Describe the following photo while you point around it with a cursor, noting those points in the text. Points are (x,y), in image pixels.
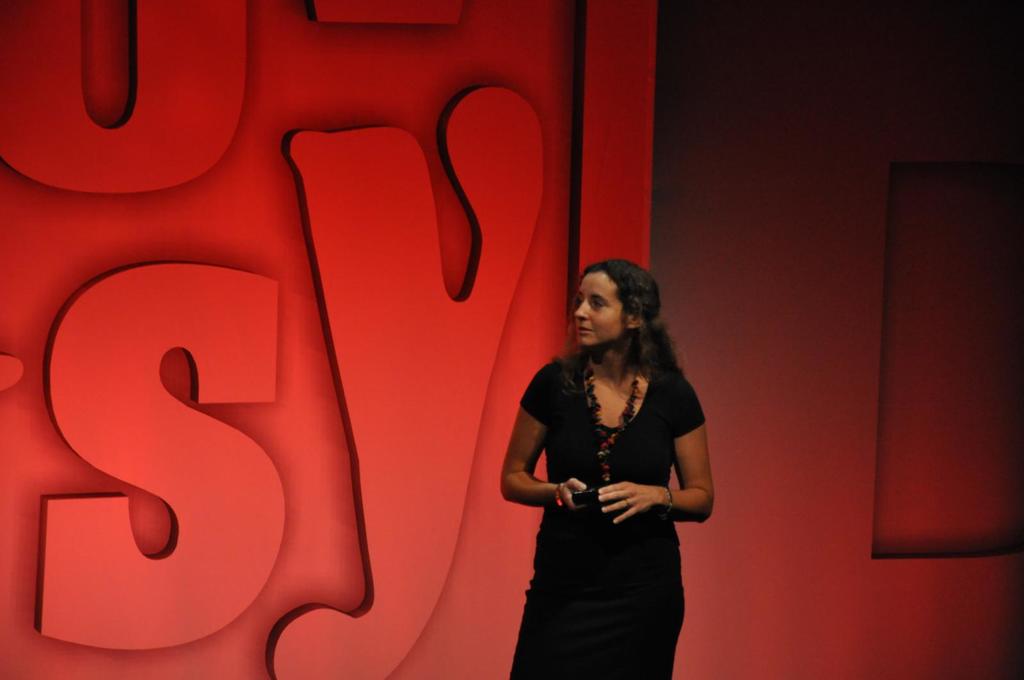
In this image we can see a woman (629,504) is standing and holding an object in her hands (629,490). In the background (342,347) there are texts (429,209) written on a wall (562,243).
